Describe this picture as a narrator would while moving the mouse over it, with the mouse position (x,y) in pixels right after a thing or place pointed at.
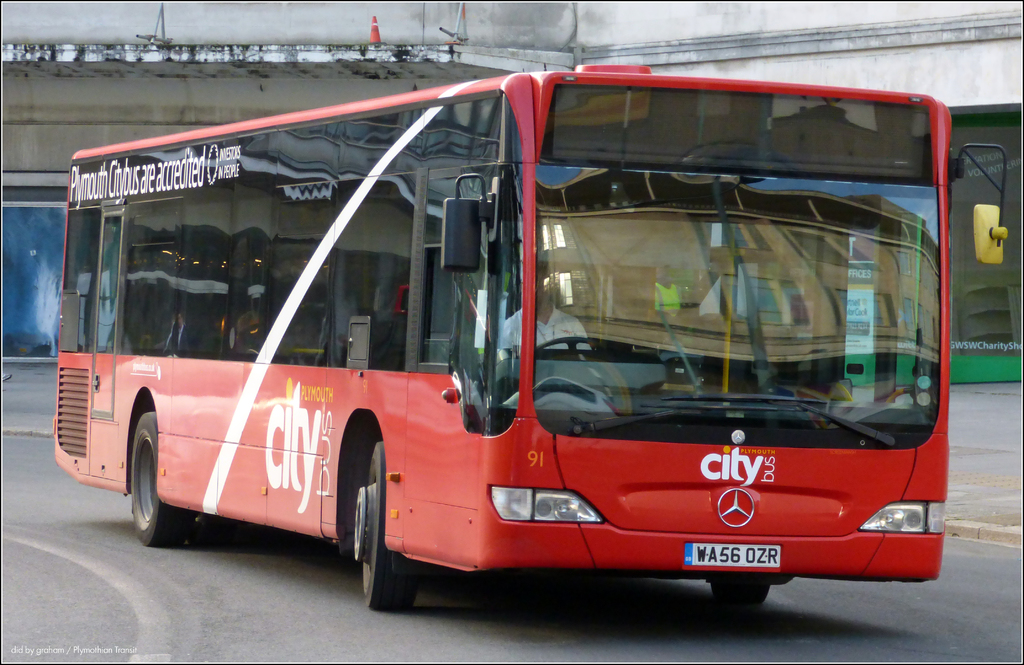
In the image we can see a vehicle (217,365) on the road (206,571), these are the headlights (521,504) and number plate (708,545) of the vehicle (718,538). On the bottom left (56,653) we can see watermark (38,651). We can see there are even people (563,324) sitting in the vehicle (602,317), they are wearing clothes (551,330).
